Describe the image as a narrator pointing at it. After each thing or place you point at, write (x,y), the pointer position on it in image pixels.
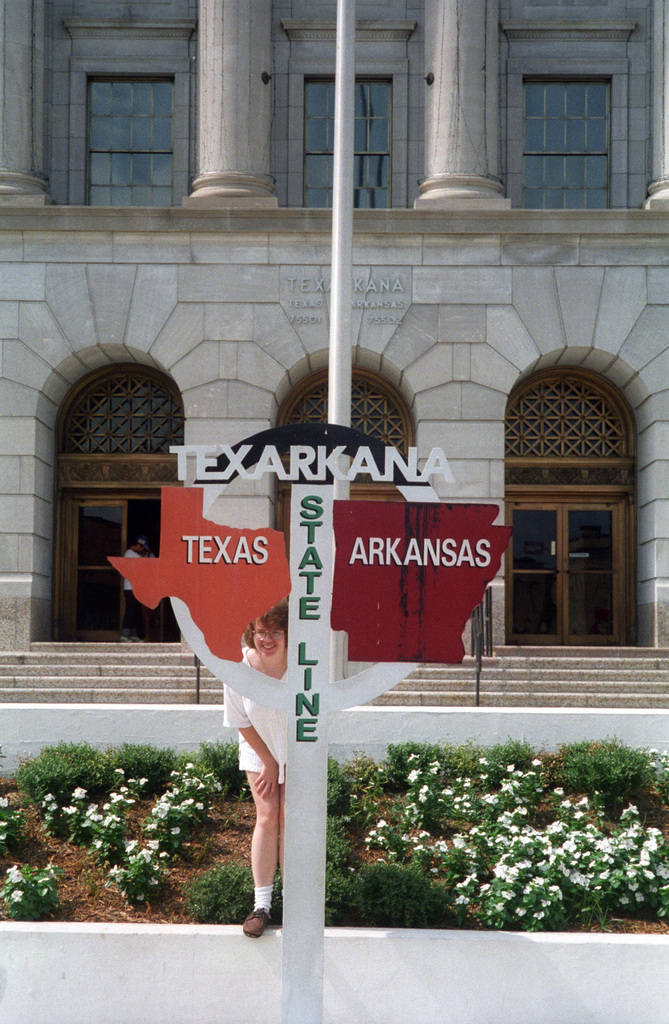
In front of the image there are boards (307,580) with some text (307,580) on it. Behind the board (257,596) there is a person (251,732) standing on the wall (194,981). There are plants (495,803) and flowers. There are poles (299,628), stairs (93,694), glass doors (86,631). On the left side of the image (146,556) there is a person (146,556) standing. In the background of the image (309,420) there is a building (180,41).
